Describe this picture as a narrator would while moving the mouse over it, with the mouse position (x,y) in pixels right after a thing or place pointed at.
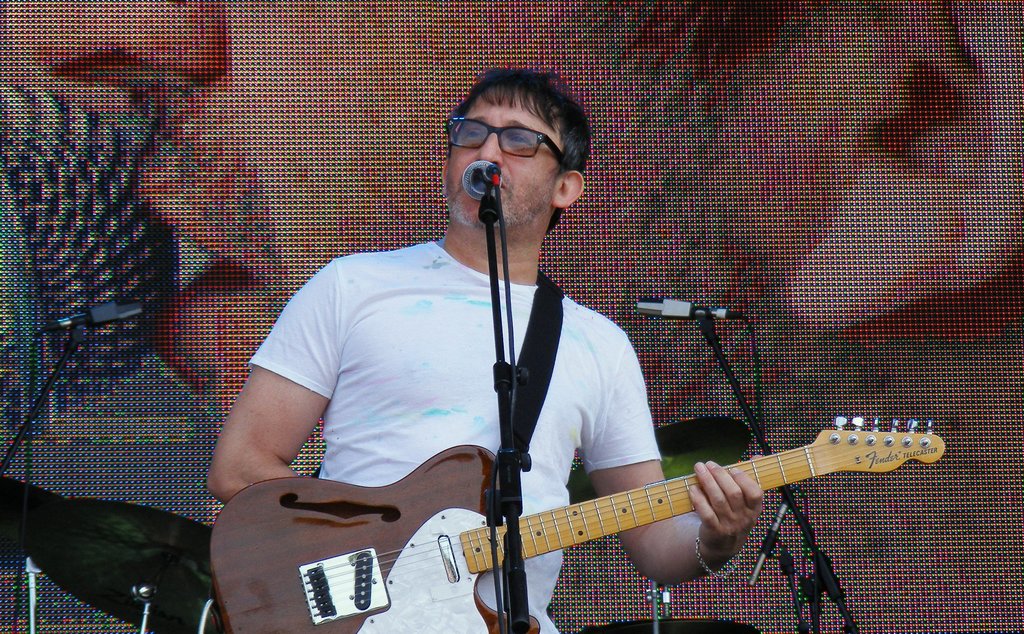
In the center of the image (627,408) there is a man (408,440) standing and holding a guitar (434,593) in his hand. There is a mic (486,186) before him. In the background (263,93) there is a screen (413,114).
